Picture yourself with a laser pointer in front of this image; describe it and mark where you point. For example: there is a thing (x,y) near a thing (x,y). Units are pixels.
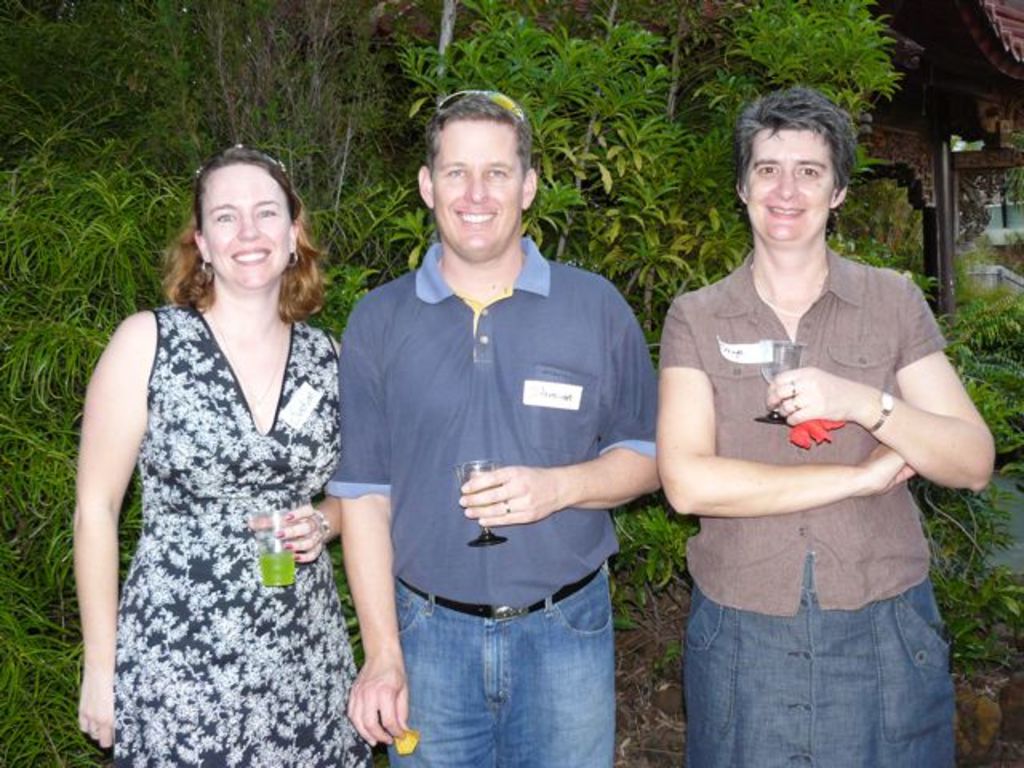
In this picture we can see three people (588,306) holding glasses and other objects (817,441) in their hands (373,716). We can see a pole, plants (202,132) and a building (949,139) in the background (944,545).
